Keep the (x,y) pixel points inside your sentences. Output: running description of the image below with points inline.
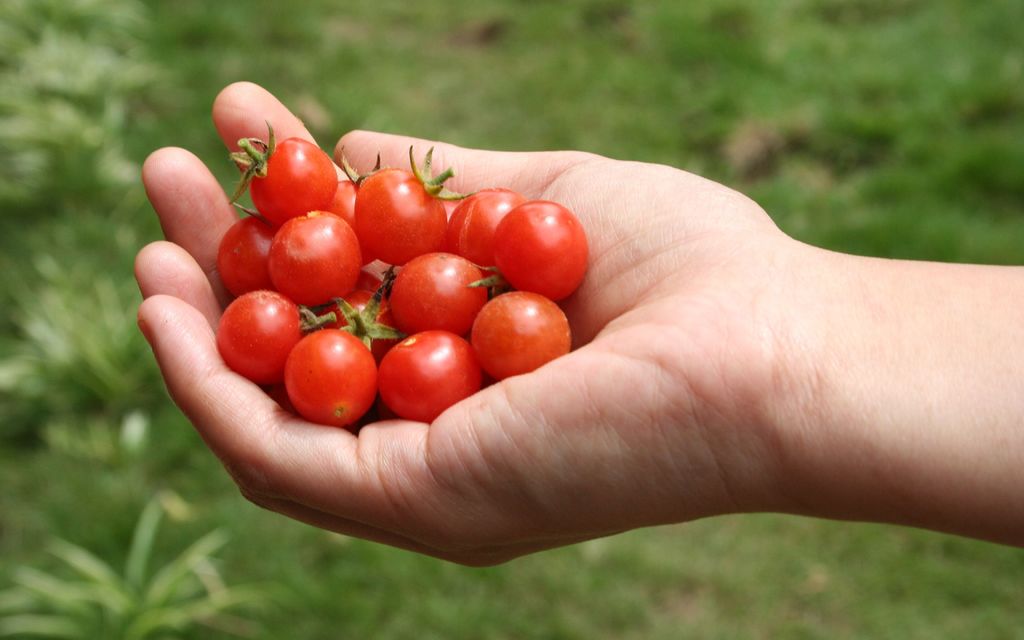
In the image we can see a hand (502,172), in the hand (217,208) we can see some tomatoes (564,259). At the bottom of the image (153,497) we can see grass (850,524) and plants (78,599).
